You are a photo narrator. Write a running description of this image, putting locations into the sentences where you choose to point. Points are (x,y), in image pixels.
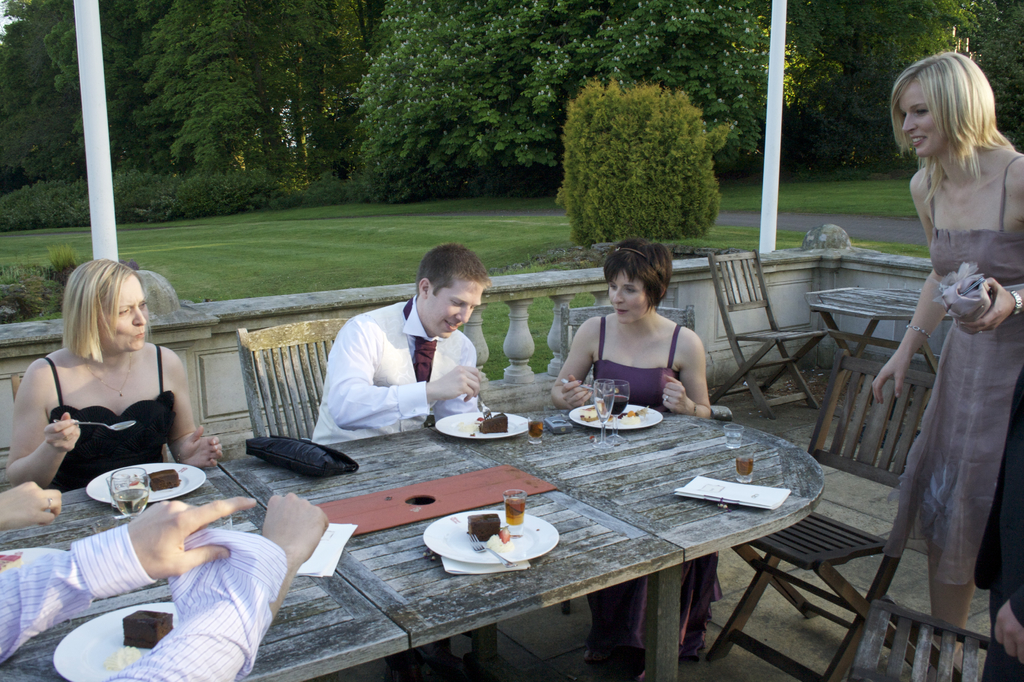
It seems to be the image is inside the garden (515,263). In the image there are four people (112,421) sitting on chair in front of a table (678,532), on table (732,480) we can see a glass (749,471), plate (535,545), pastry (478,534), purse (335,460), mobile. On right side (981,169) there is a woman (1006,347) standing in background (212,175) we can see two white color pole's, plants (650,161) at bottom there is a grass (306,246).
